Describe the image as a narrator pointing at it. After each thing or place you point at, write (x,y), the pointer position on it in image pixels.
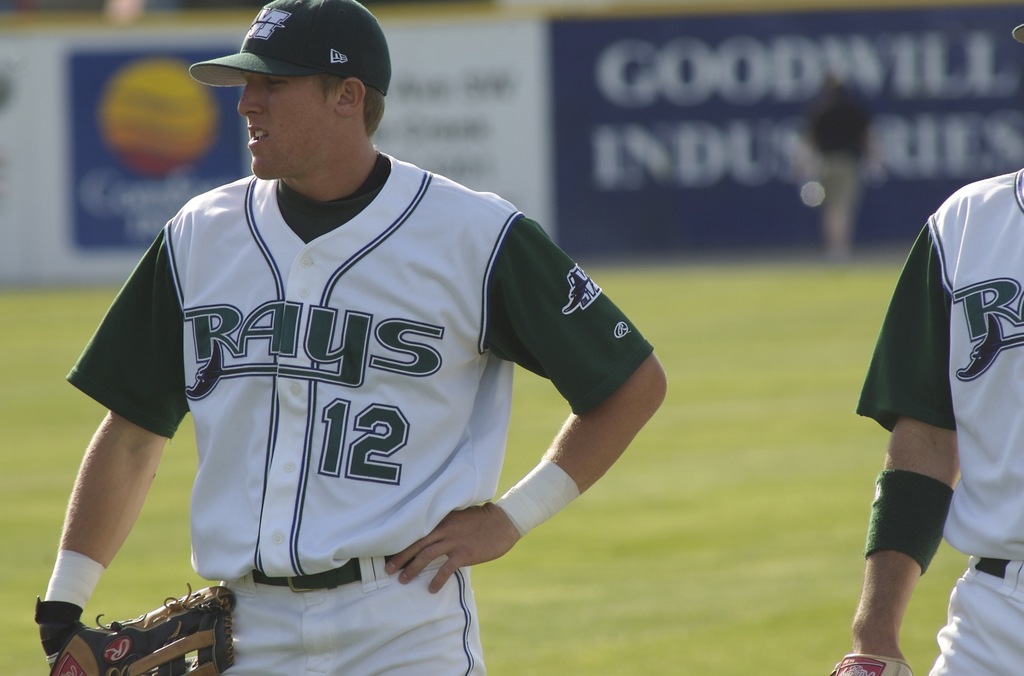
In this image, there are a few people (437,507). We can see the ground (724,488) covered with grass (757,418). In the background (730,179), we can see the board (136,112) with some image (128,147) and text (139,199).
